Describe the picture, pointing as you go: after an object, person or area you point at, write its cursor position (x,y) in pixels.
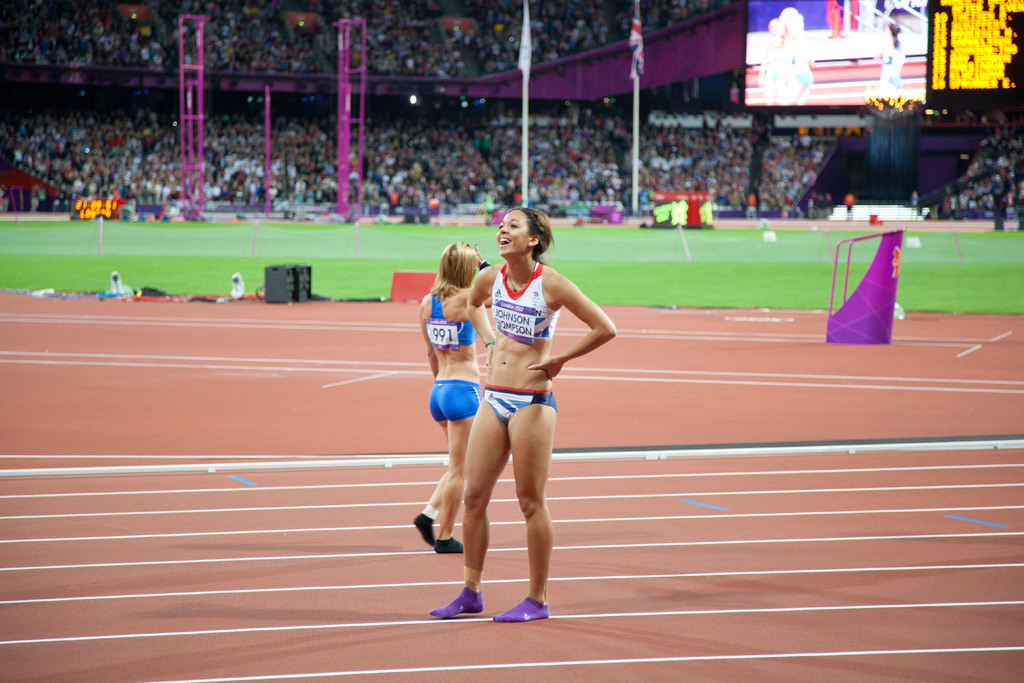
This is a playing ground (800,473). Here I can see two women (453,373) are standing. In the background (291,159) there are some poles (360,168) and many people (431,123) are sitting in the stadium (160,122). On the right top of the image (889,47) I can see a screen (844,21) and a board (930,41) which are attached to the wall (715,43).
